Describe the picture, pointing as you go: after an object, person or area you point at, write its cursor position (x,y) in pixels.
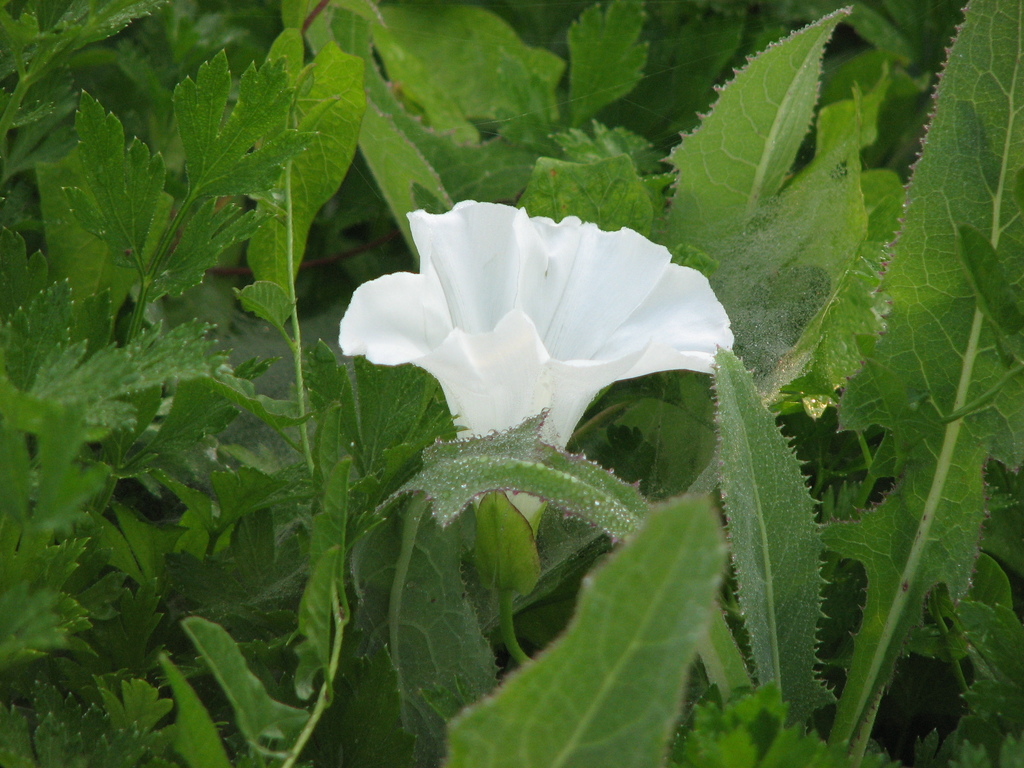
Here we can see a plant (495,331) with a flower (482,309).
